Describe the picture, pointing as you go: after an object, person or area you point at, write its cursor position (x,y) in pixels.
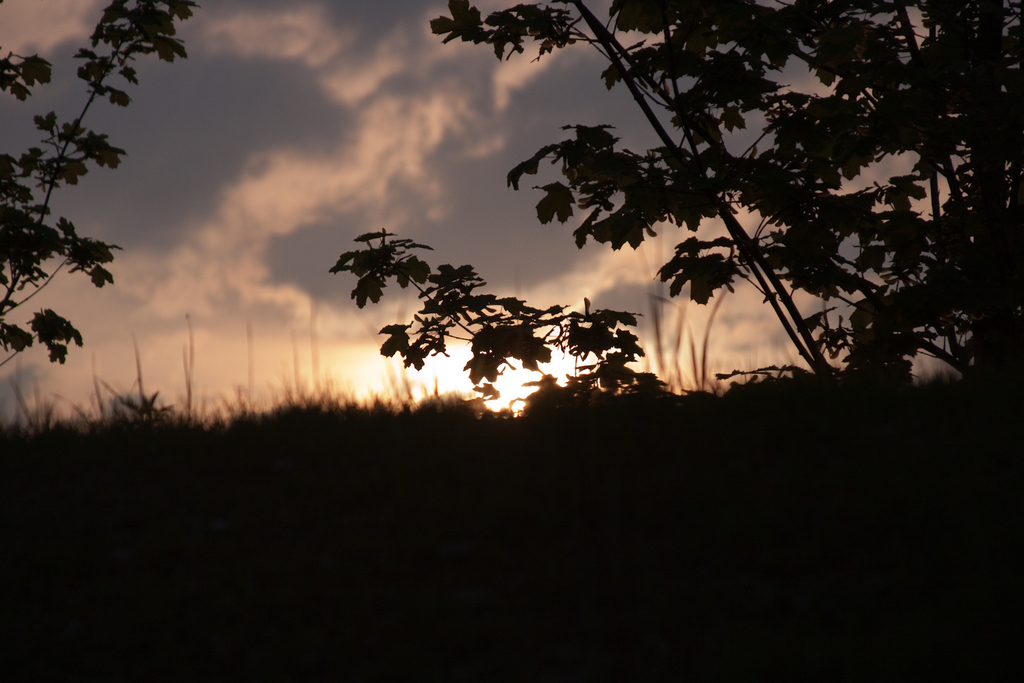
In this image there are plants (107,252). At the top (300,168) there is the sky (284,192). At the bottom (351,520) it is dark.
